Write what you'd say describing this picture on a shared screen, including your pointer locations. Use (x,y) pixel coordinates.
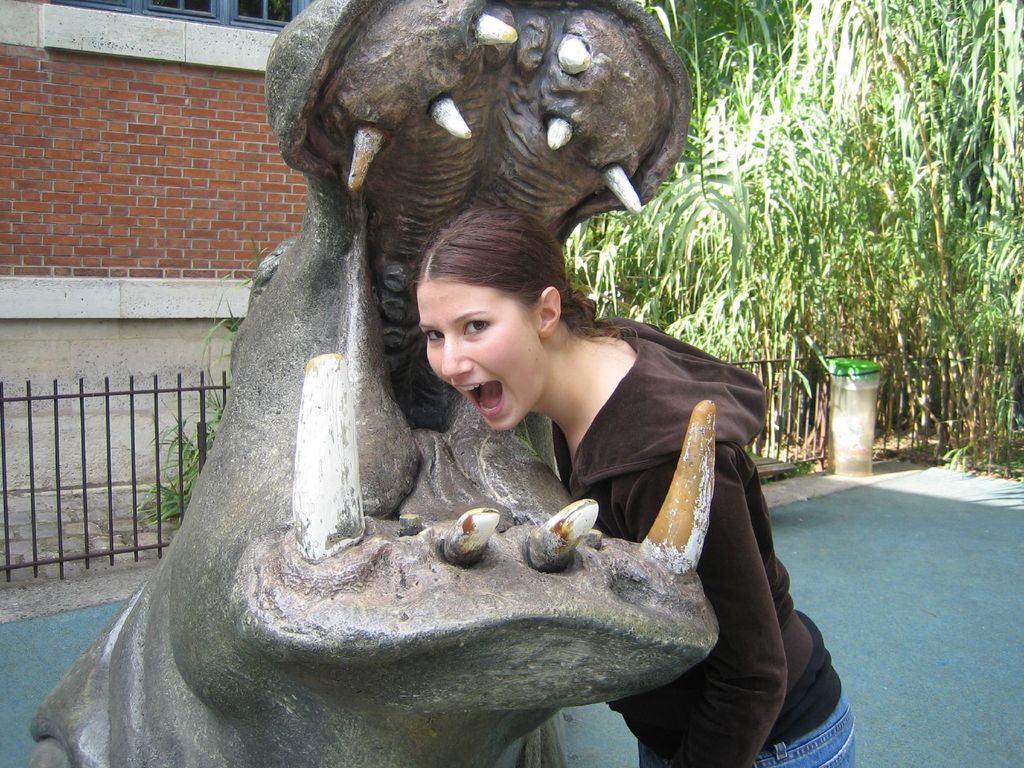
This image is clicked outside. There is a statue (276,325) in the middle (506,505). There is a woman (680,708) in the middle (579,471). She is wearing a jacket (617,459). There are trees (779,151) on the right side (879,274). There is a building (129,199) on the left side (138,286).
